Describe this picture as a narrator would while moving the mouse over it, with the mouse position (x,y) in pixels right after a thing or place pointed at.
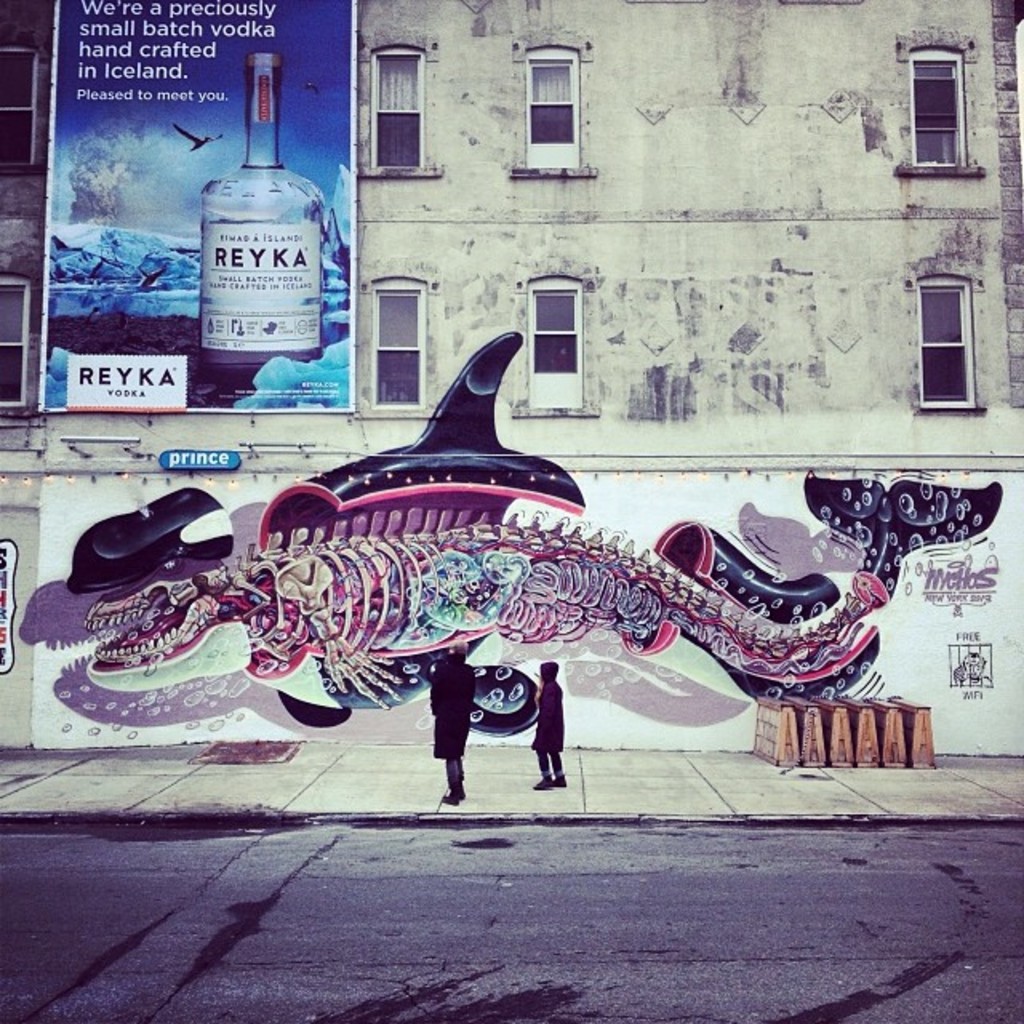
This image is taken outdoors. At the bottom of the image (421,924) there is a road (693,898). In the background (577,344) there is a building (678,267) with walls (734,308) and windows (377,379) and there is a poster (192,250) with a text (109,393) and an image (183,327) on it. In the middle of the image (466,541) there is a wall (505,604) with a graffiti (407,582) and a painting (841,610) on it and two persons (561,735) are standing on the sidewalk (393,774).
